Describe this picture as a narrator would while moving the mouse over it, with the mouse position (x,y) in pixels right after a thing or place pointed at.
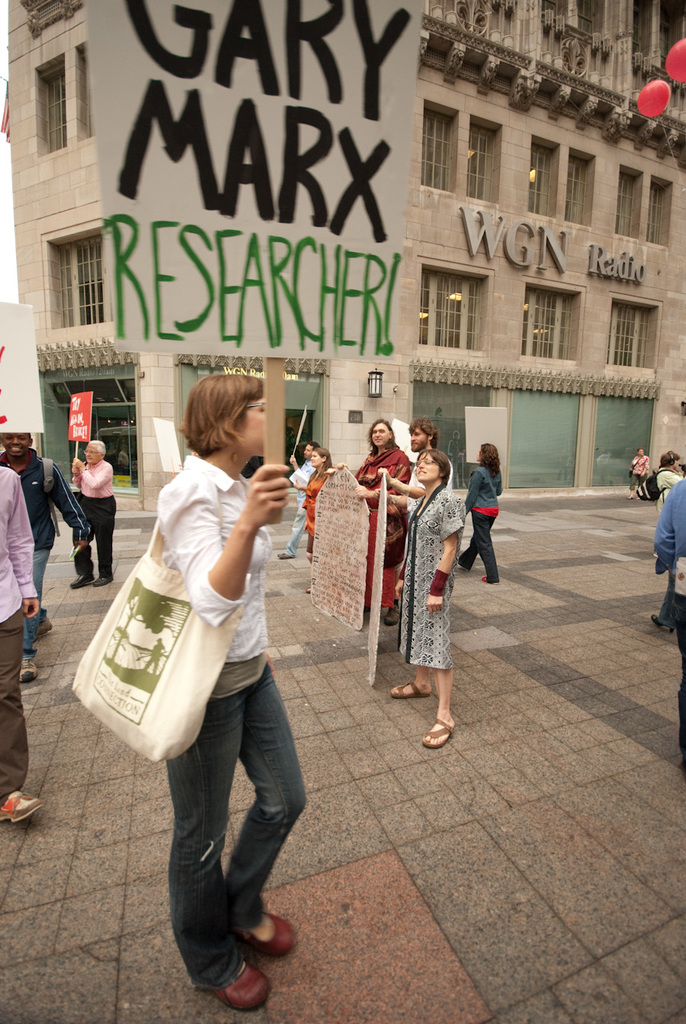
In this image few people (2,737) are standing on the road (324,792) by holding the placards (402,428). At the background (599,146) there are buildings (421,187), balloons (643,99).
